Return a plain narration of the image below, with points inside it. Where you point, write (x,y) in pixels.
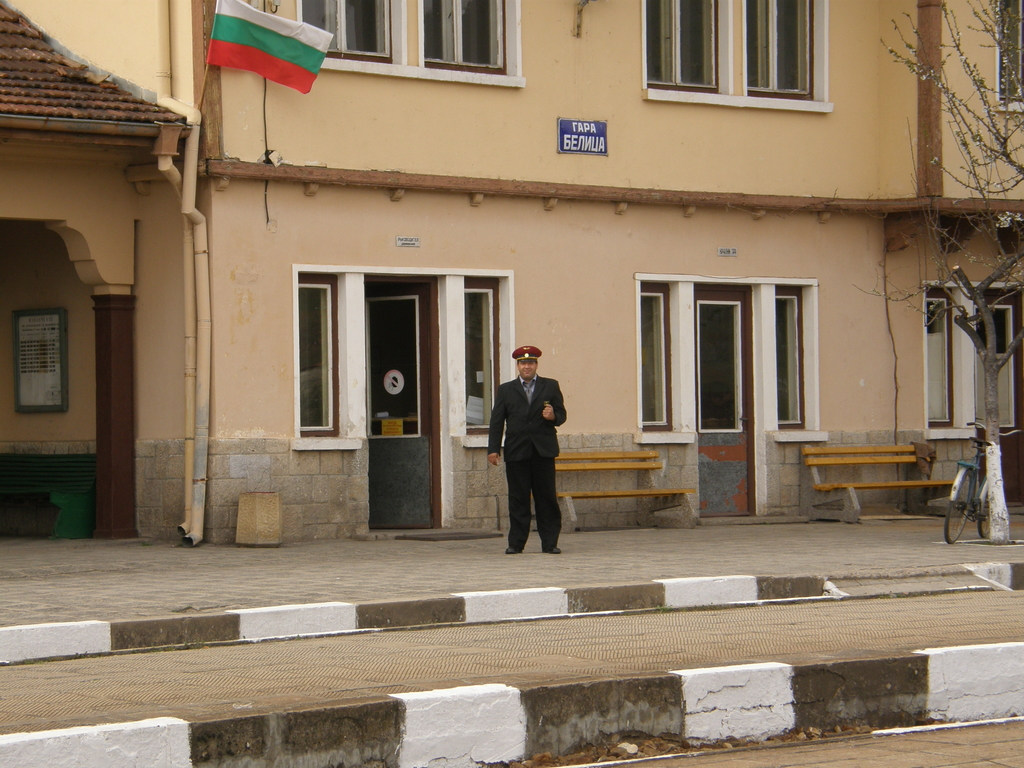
In the picture I can see a man (526,520) is standing. The man (514,427) is wearing a hat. In the background (715,404) I can see a building (468,344), a flag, a tree (995,539), a bicycle (956,505), benches (891,486) and some other objects (32,400).
